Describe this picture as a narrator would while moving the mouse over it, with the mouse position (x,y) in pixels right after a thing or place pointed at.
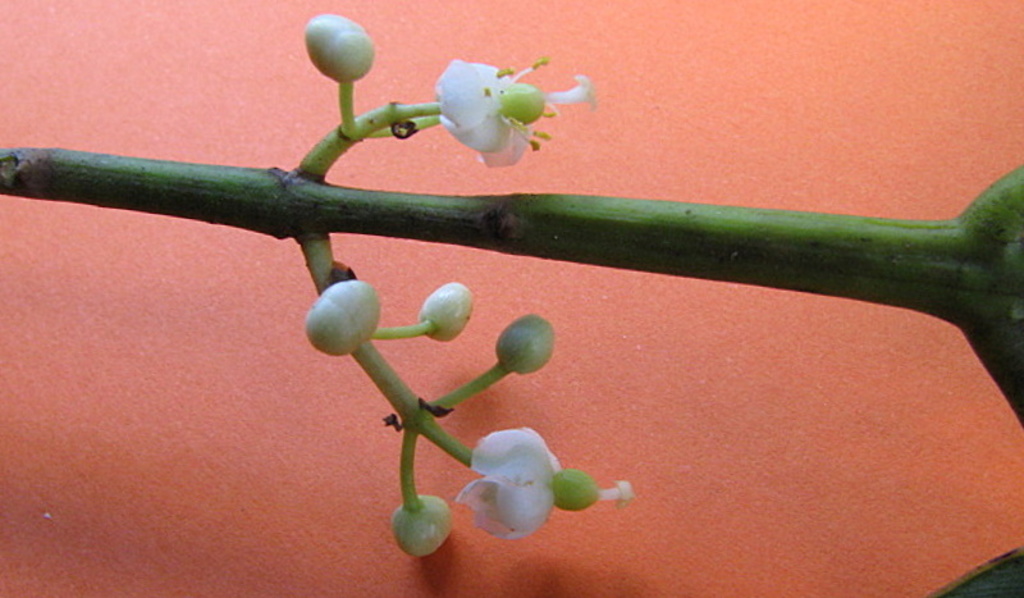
In this image we can see stems (317,228), buds (329,307) and flowers (520,147). Background (654,142) there is a wall (578,30).
